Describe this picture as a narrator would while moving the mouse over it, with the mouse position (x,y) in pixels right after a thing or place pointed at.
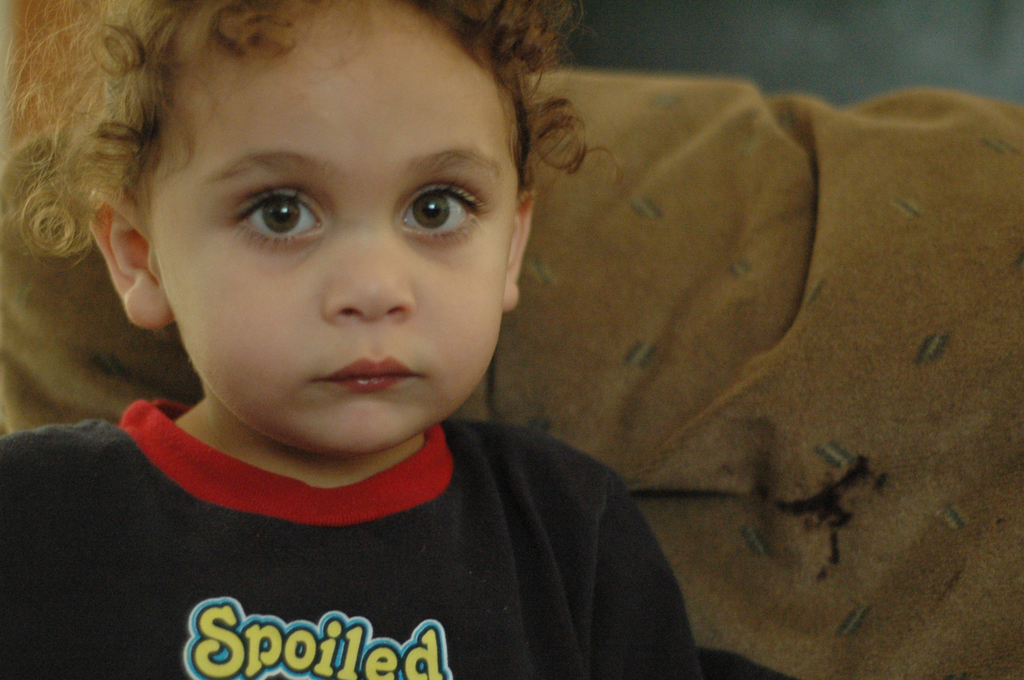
As we can see in the image there is a boy (350,536) wearing black color t shirt (358,606).
